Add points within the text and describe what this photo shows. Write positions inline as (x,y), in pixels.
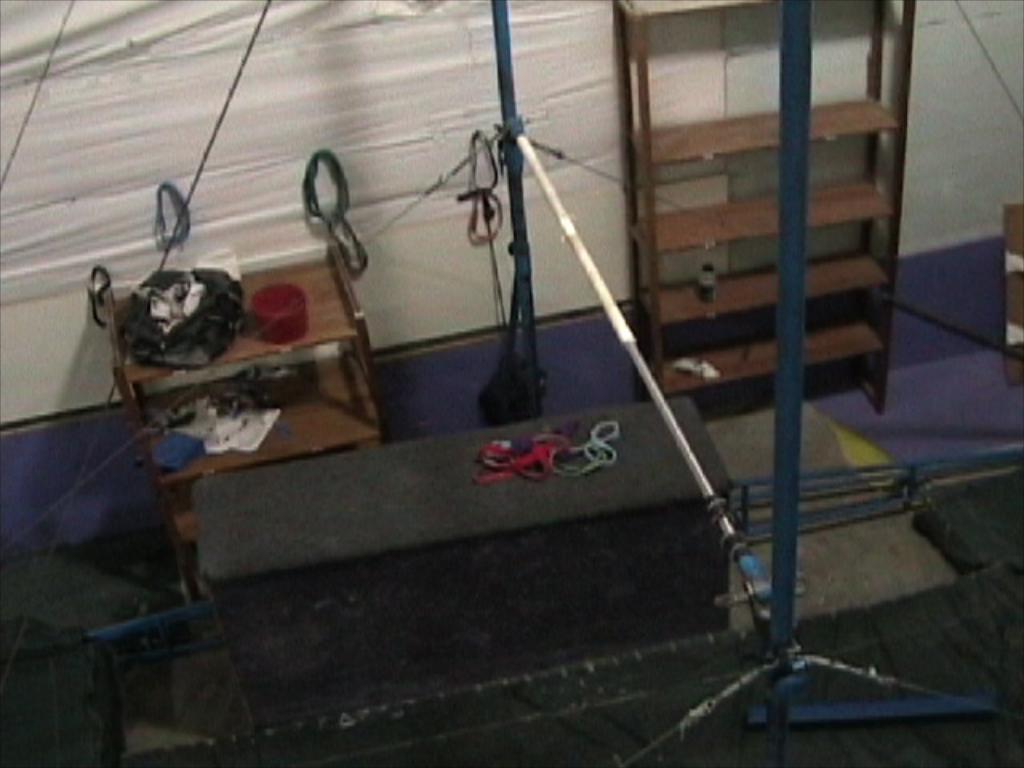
In this image we can see a stand (558,207) with rods (514,209) and ropes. Also there is a box (331,560). In the back (243,357) there is a cupboard (218,388) with racks (259,354). On that there are some items (263,373). Also there is another cupboard (712,160) with racks (809,225). In the background (300,113) there is a wall (284,110).
